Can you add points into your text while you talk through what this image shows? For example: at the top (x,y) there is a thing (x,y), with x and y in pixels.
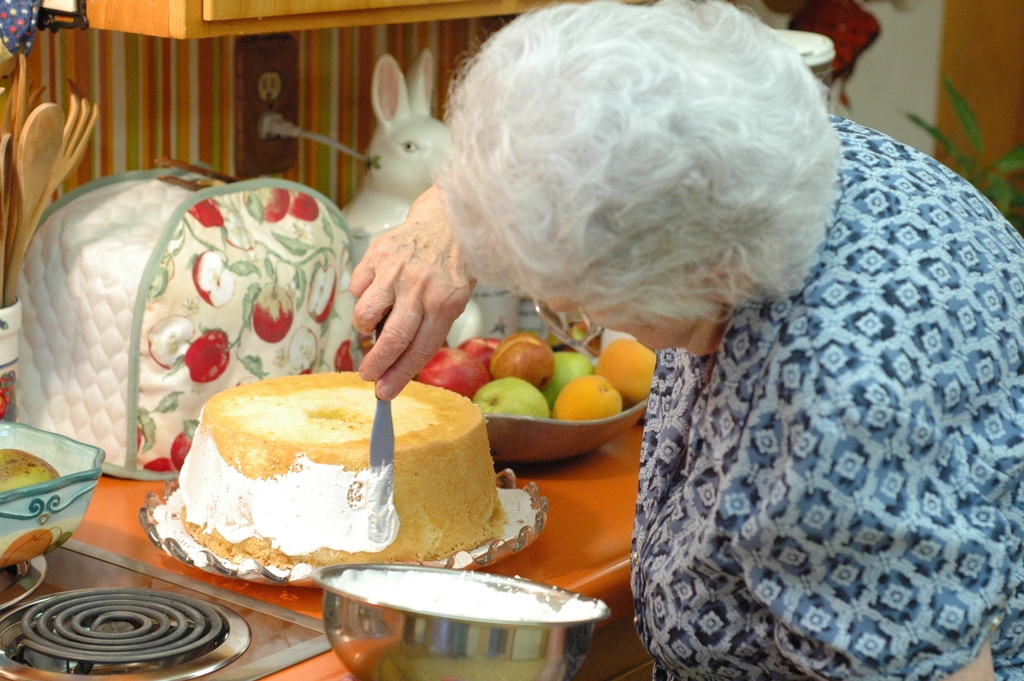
In this image, on the right side (807,469), we can see a woman (934,377) holding a spatula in one hand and standing in front of the table (584,569). On that table (599,563), we can see a coil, pastry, bowl (338,570) with some food (364,574), basket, bowl (87,503), spoons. In the background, we can also see a container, shelf (150,30). On the right side (977,125), we can also see a plant (1006,160) and a wall (894,120).
